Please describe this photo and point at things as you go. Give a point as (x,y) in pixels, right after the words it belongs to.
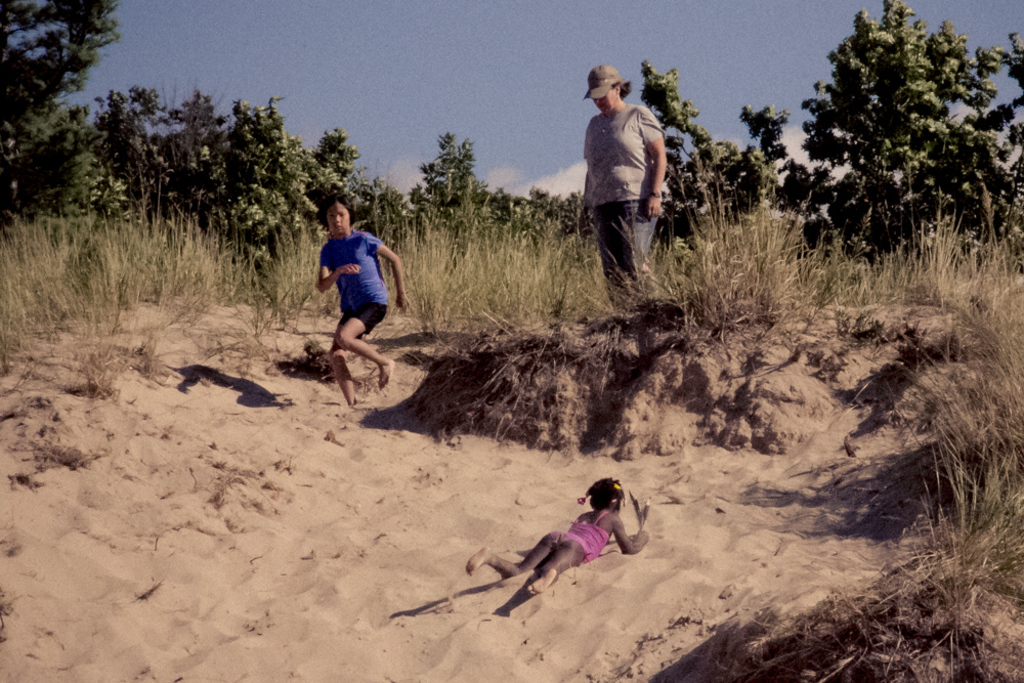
In this picture I can see a kid (602,546) lying on the sand (396,527), there is one person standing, there is grass (491,285), there are trees (938,179), and in the background (564,80) there is the sky (688,54).
